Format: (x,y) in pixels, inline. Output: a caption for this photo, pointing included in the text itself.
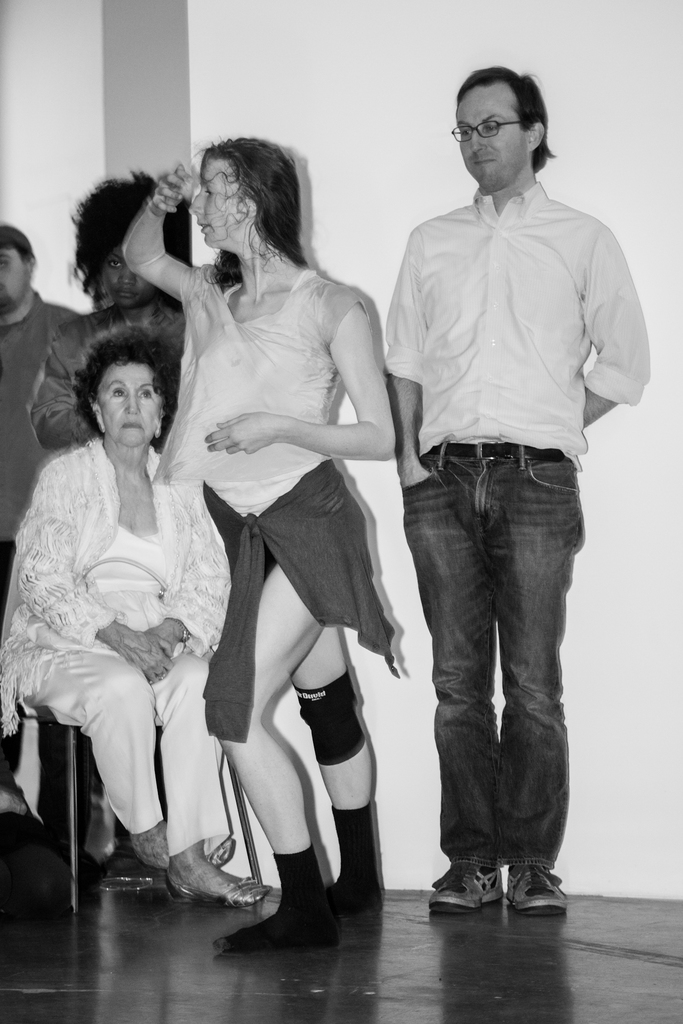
This is a black and white image. On the left side (128,573) there is a woman (116,699) sitting on a chair (72,770) which is placed on the floor (156,958) and there are four persons (327,360) standing. In the background (305,76) there is a wall (290,64).
